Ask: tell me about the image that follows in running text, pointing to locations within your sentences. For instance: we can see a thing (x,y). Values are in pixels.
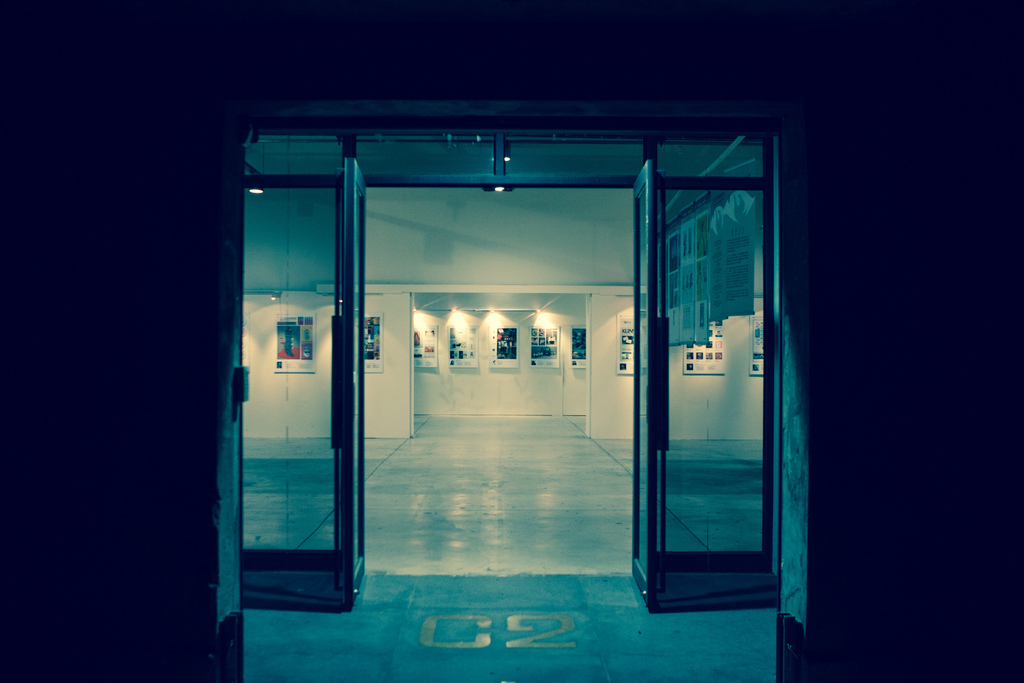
In this picture we can see there are glass doors (327,277). Behind the glass doors (351,360) there are walls (461,382) with some boards (291,350). At the top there are lights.
